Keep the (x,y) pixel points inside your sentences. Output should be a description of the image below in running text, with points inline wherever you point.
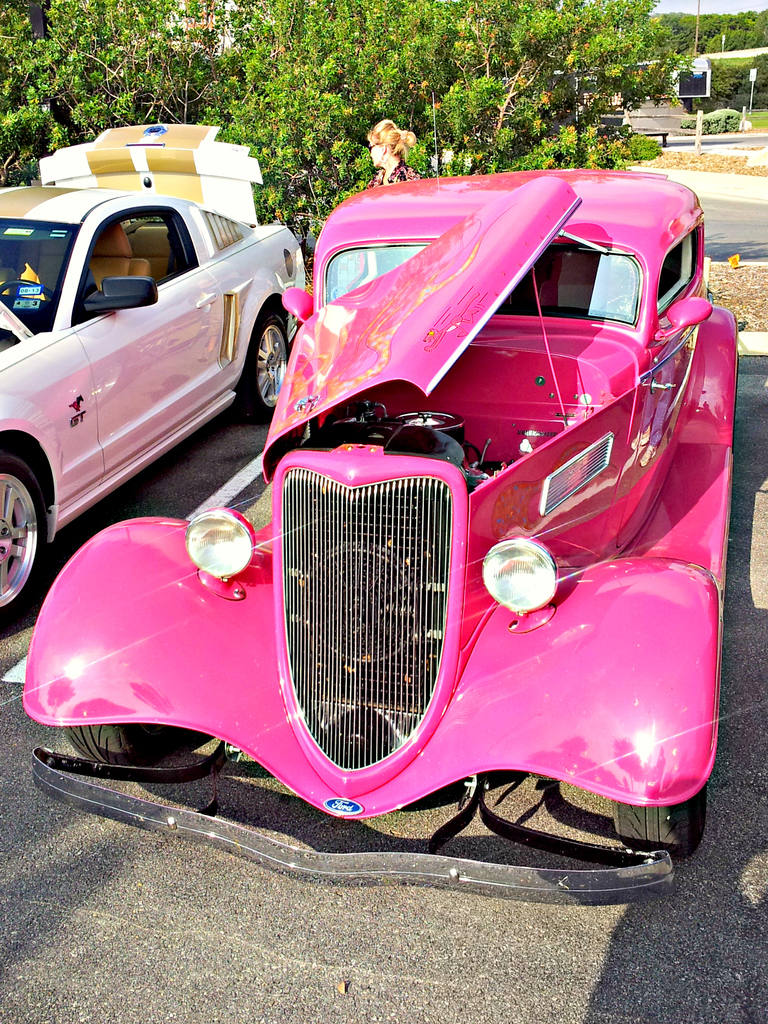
In this image I can see two cars (158,549) on the road (220,986). One is in pink color and one is in white color. At the back of these cars (376,188) I can see a woman (379,161). In the background (374,24) there are many trees (351,51).
